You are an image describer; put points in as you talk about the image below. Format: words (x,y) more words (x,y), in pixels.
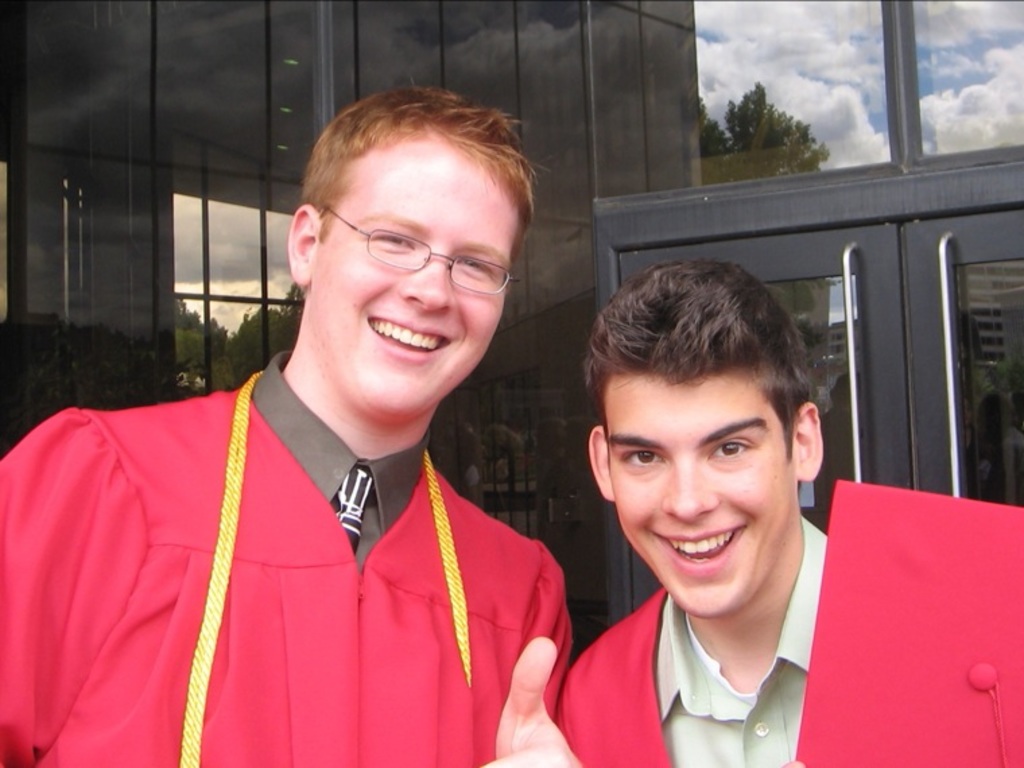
This image consists of two men (562,609) wearing red jackets (644,703). In the background (543,385), there is a building (901,287). On the right (867,311), we can see a door (921,368). And we can see the reflection (835,51) of clouds (800,84) and sky (802,67) in the mirror (813,76).
